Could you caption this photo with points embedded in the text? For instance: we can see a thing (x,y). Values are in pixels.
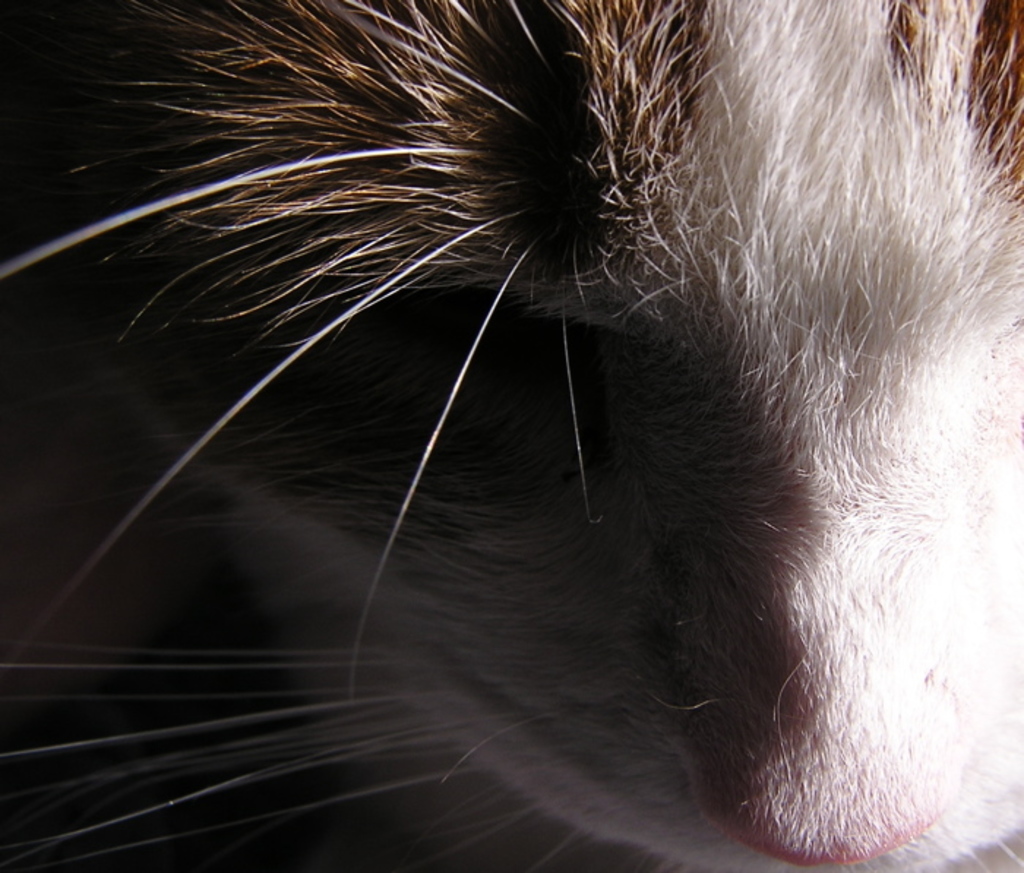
As we can see in the image there is an animal (549,502).
